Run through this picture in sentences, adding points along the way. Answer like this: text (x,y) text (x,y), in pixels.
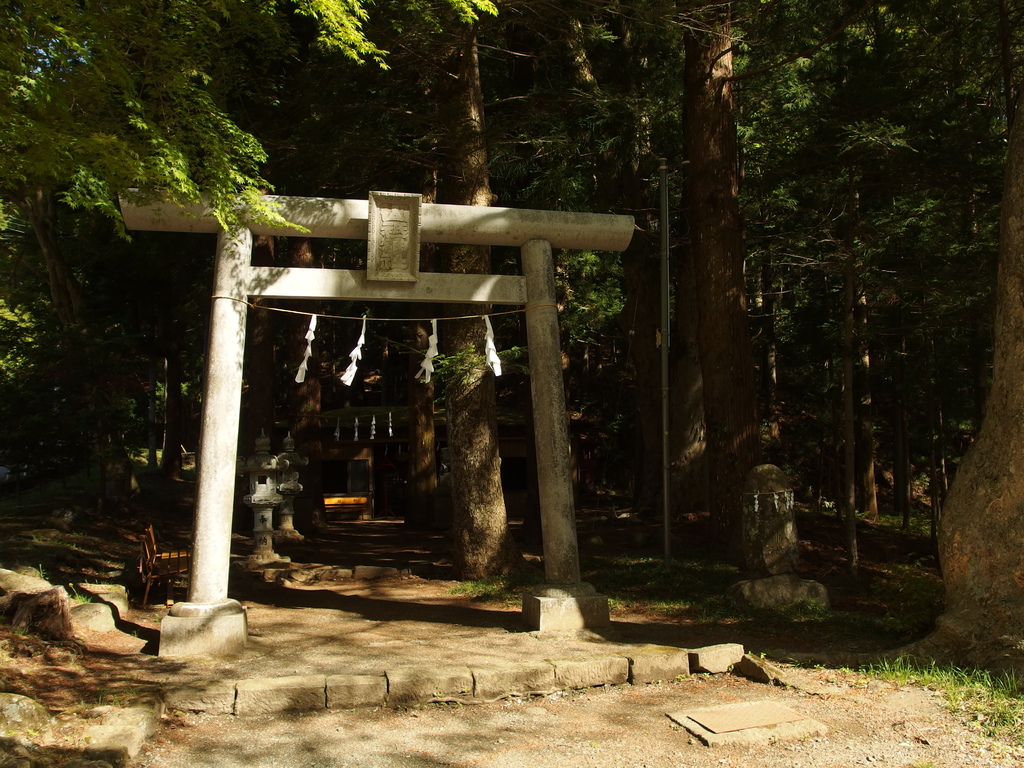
In this image we can see poles (230,277), objects (404,223), trees (580,261) and grass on the ground (390,636).
